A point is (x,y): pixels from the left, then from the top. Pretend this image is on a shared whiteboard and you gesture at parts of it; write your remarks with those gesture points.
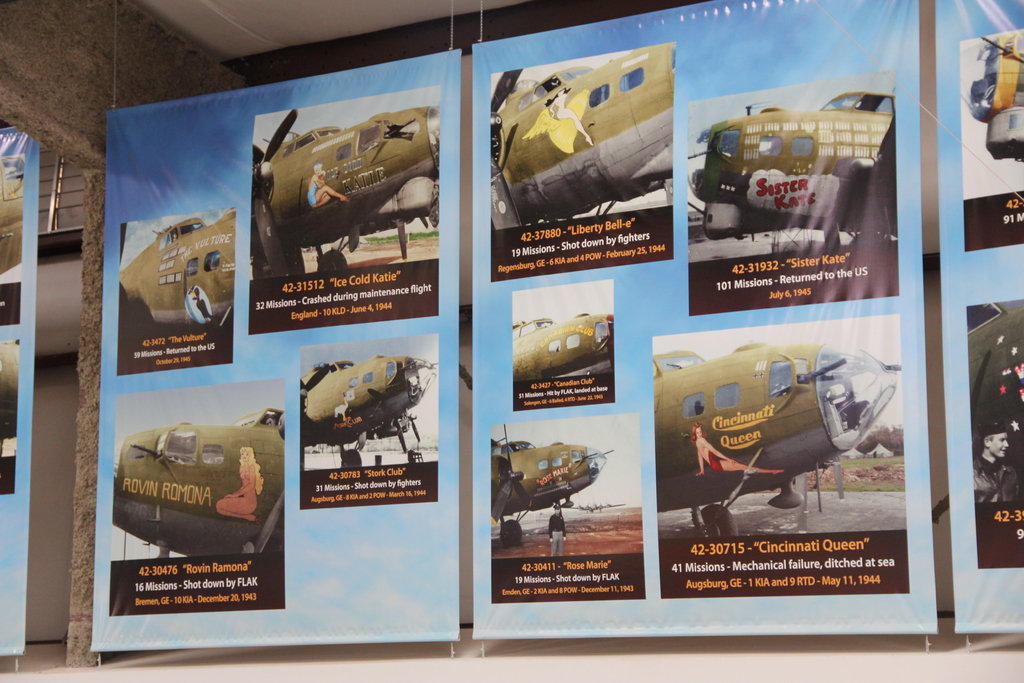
In this image, we can see aircrafts (290,221), some people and text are on the banners (231,347). At the top (173,28), there is a roof (331,28) and at the bottom (171,668), there is a wall (535,652).
